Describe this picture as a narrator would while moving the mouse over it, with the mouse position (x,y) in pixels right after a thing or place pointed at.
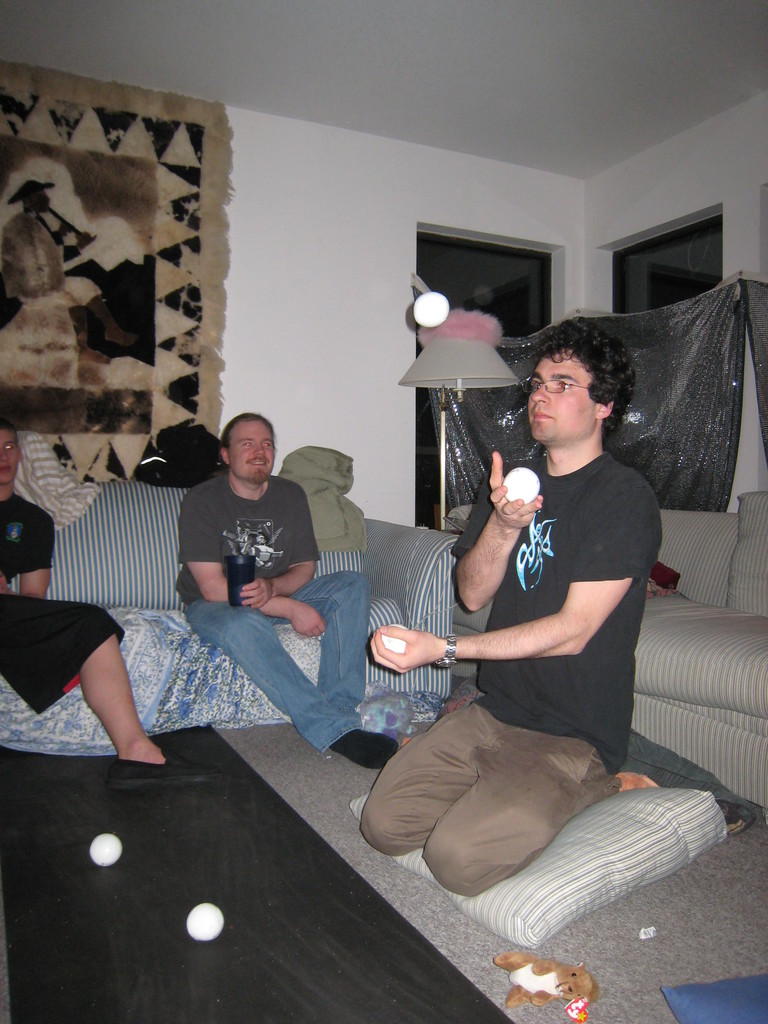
This picture describes about few people (360,638), few are seated on the sofa (115,596), on the right side of the image (553,563) we can see a man (509,524), he is holding few balls (524,479) in his hands (438,649), in front of him we can find a toy (537,959), in the background (497,378) we can find few lights (468,364) and a carpet (80,166) on the wall (325,256).
